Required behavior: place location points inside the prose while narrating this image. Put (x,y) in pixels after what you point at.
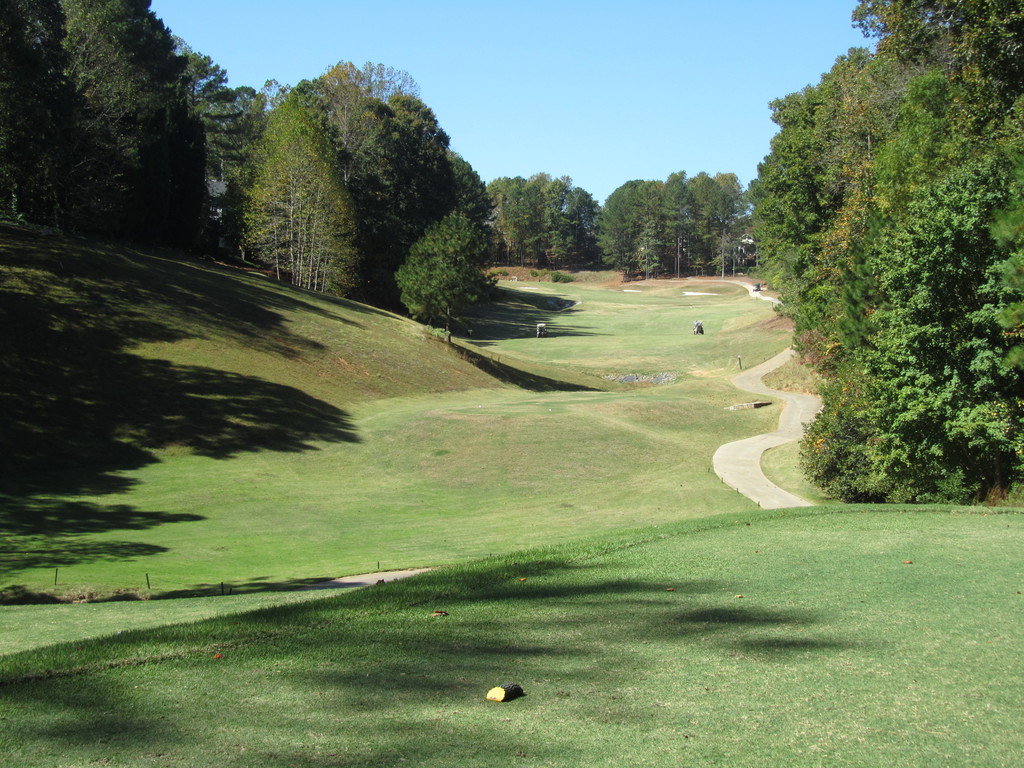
In this image we can see the grassland (351,663), trees (940,211) and the blue sky (624,161) in the background (525,200).
